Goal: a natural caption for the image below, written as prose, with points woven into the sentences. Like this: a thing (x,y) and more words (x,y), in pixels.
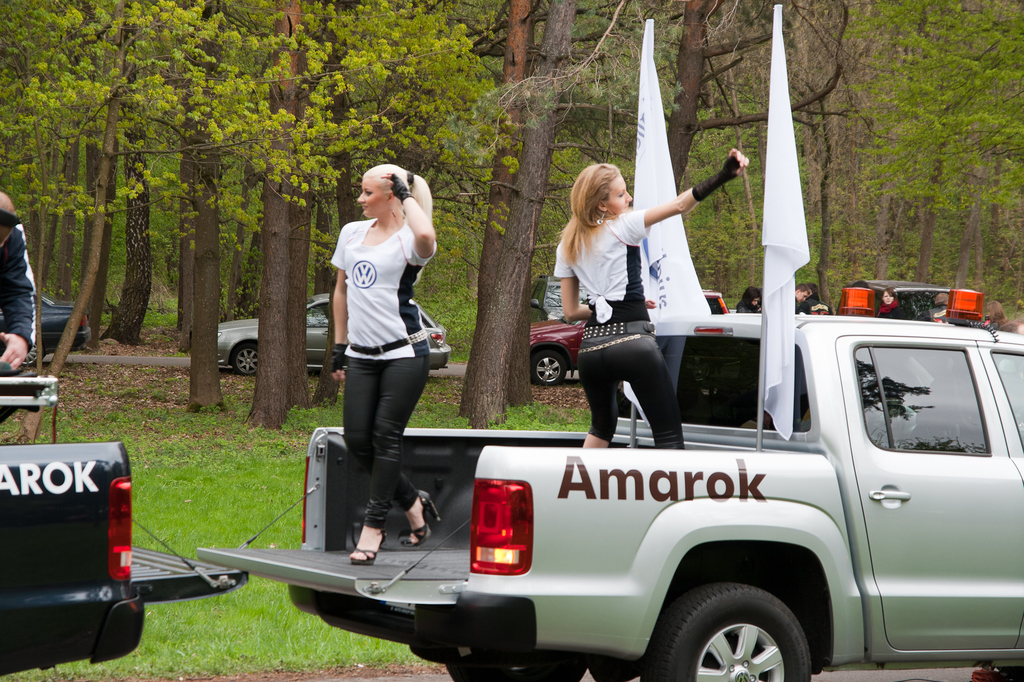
In this picture I can see two women (372,373) are standing on the car (598,456). I can also see two white color flags (689,261) on the car (752,446). In the background (245,339) I can see vehicles (231,331) on the road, trees (269,362) and grass (282,456). On the left side (13,363) I can see a person (13,289) is standing on the car (63,546).
